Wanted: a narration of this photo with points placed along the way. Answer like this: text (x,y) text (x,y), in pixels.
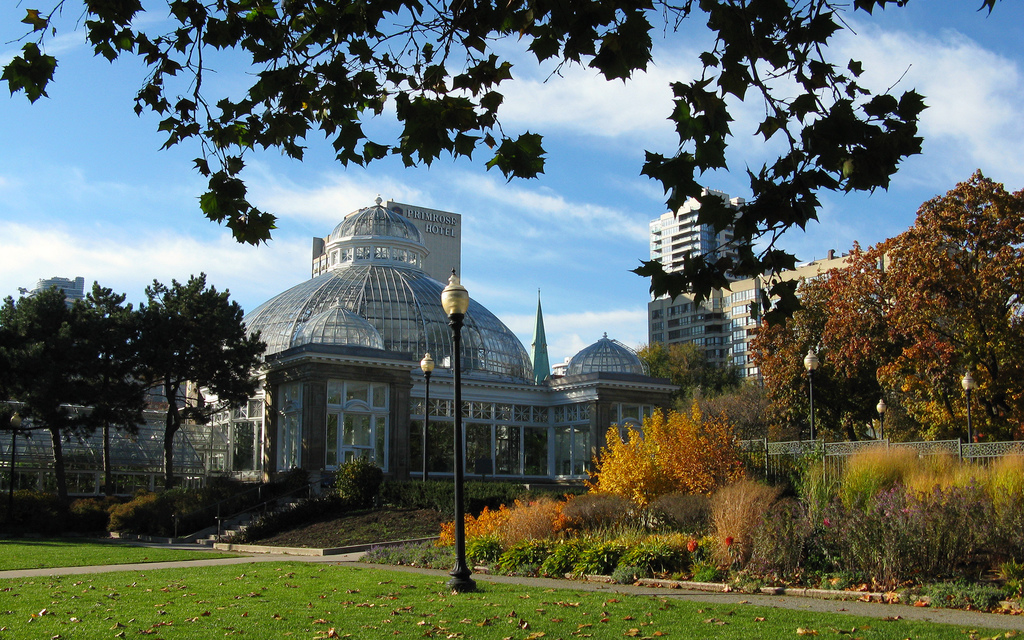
In this image we can see some plants (741,454), trees (198,26) and grass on the ground (787,586) and we can see some dry leaves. There are some building (492,410) and pole lights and at the top (501,117) we can see the sky (215,89) with clouds (79,248).
